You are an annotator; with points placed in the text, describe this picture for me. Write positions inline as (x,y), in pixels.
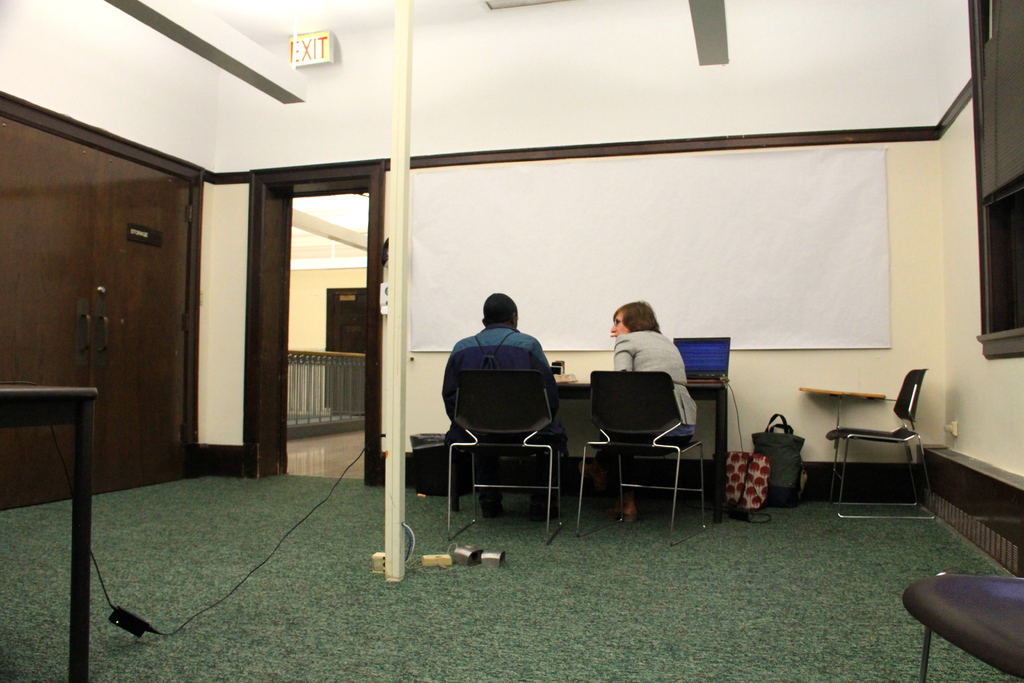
In this image in the center (642,320) there are two persons (486,354) who are sitting on a chair (656,449) in front of them there is a table (710,395). On the table (711,382) there is one laptop (712,362) beside that laptop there are two bags (766,457), beside that bags (790,450) there is chair (845,441) on the top (446,15) there is a ceiling (333,12) and in the center (554,242) there is a wall (185,95) and one board (447,211) is there on the left side (99,303) there is one door (104,264) and on the floor (259,581) there is a wire (215,602).
